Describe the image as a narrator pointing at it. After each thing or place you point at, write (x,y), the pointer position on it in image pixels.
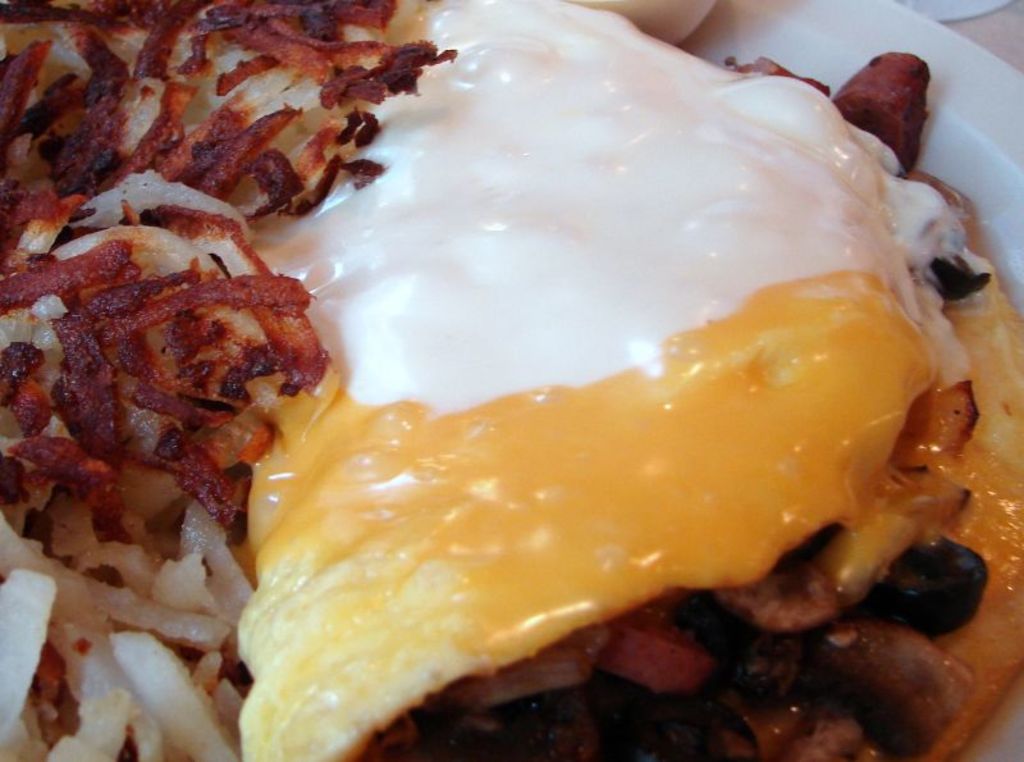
In this image I can see food (757,312) in the plate (1006,185).
